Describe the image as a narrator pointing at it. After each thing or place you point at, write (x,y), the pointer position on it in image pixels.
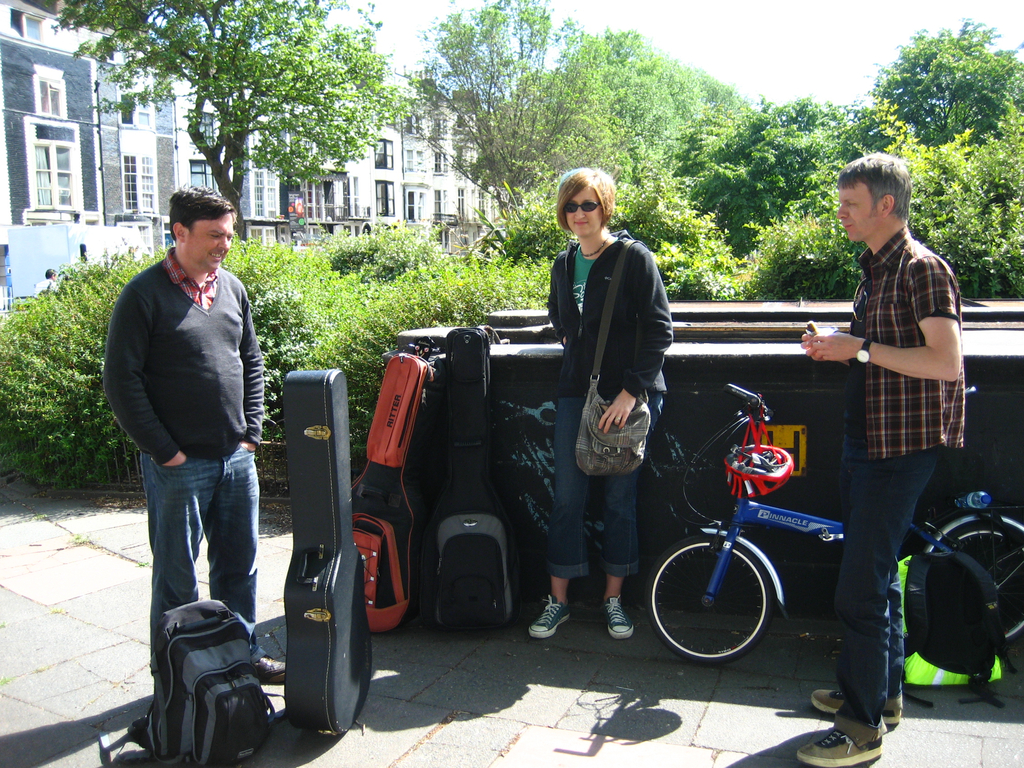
In this image, in the right side (771,521) there is a bicycle (832,533) which is in blue color, there are some people (847,492) standing and there are some black color bags (323,521), in the background (401,252) there are some green color plants (401,252) and trees (460,148) and there is a sky (864,88) which is in white color.
